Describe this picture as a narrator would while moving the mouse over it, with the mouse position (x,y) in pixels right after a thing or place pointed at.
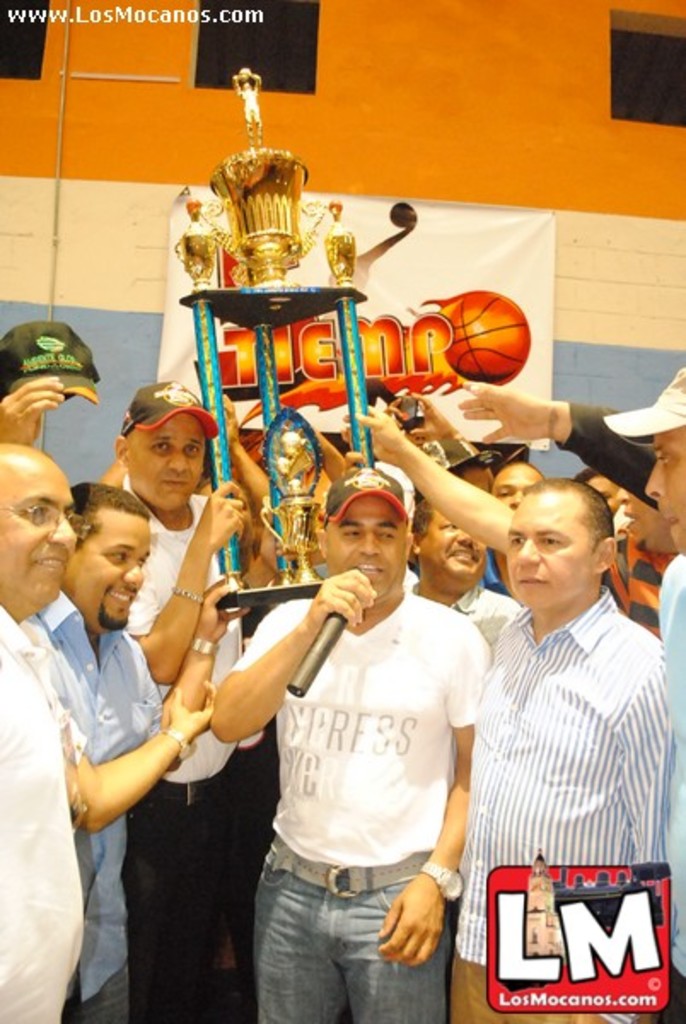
In this image there are group of people (305,815) standing together in which one of them is talking in microphone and some of them is holding trophy (267,257).
